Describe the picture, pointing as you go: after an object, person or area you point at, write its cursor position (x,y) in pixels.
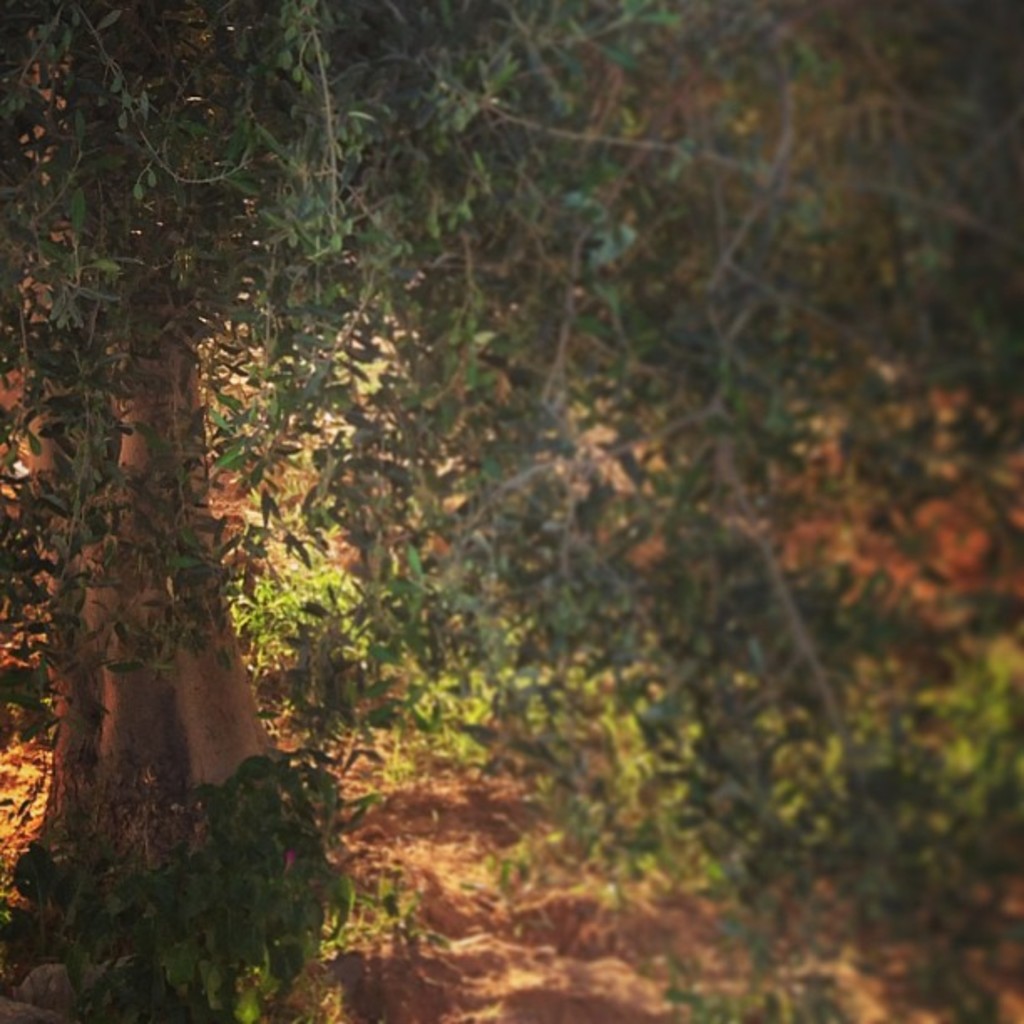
In this image we can see there are trees (456,188) and plants (353,726) on the ground (820,959).
